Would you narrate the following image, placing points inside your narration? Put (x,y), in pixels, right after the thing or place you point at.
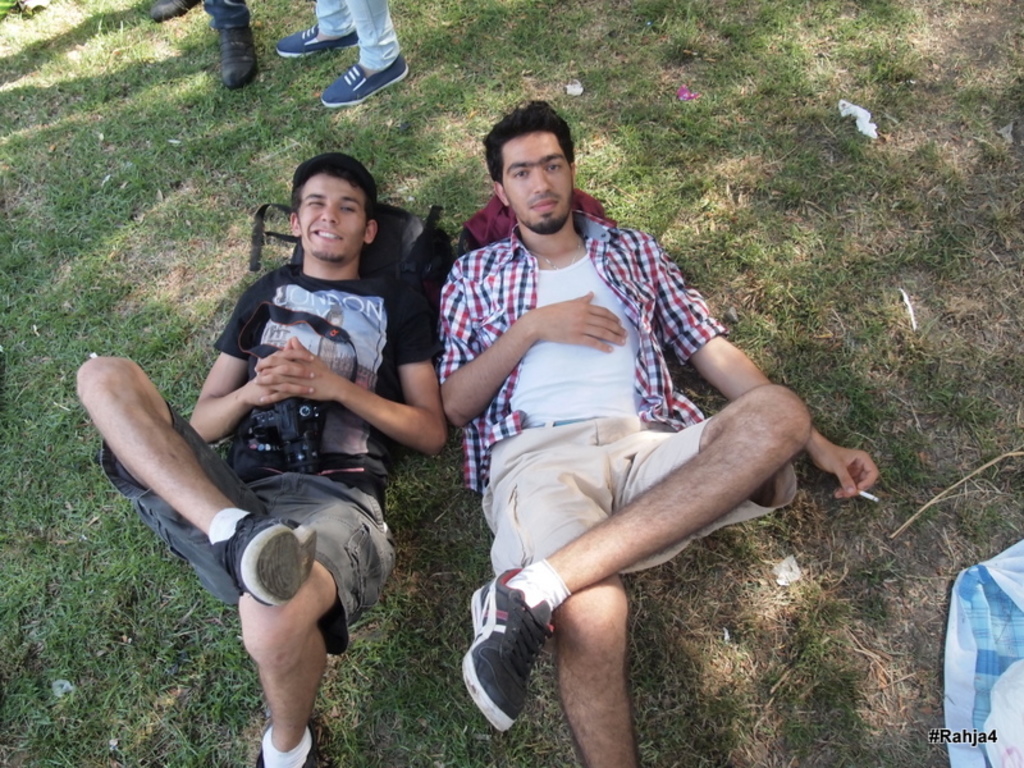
In this picture I can see there are two persons (506,278) lying on the floor (716,694) and one of them is holding cigarette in the hand (869,480). In the backdrop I can see there are two people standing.
